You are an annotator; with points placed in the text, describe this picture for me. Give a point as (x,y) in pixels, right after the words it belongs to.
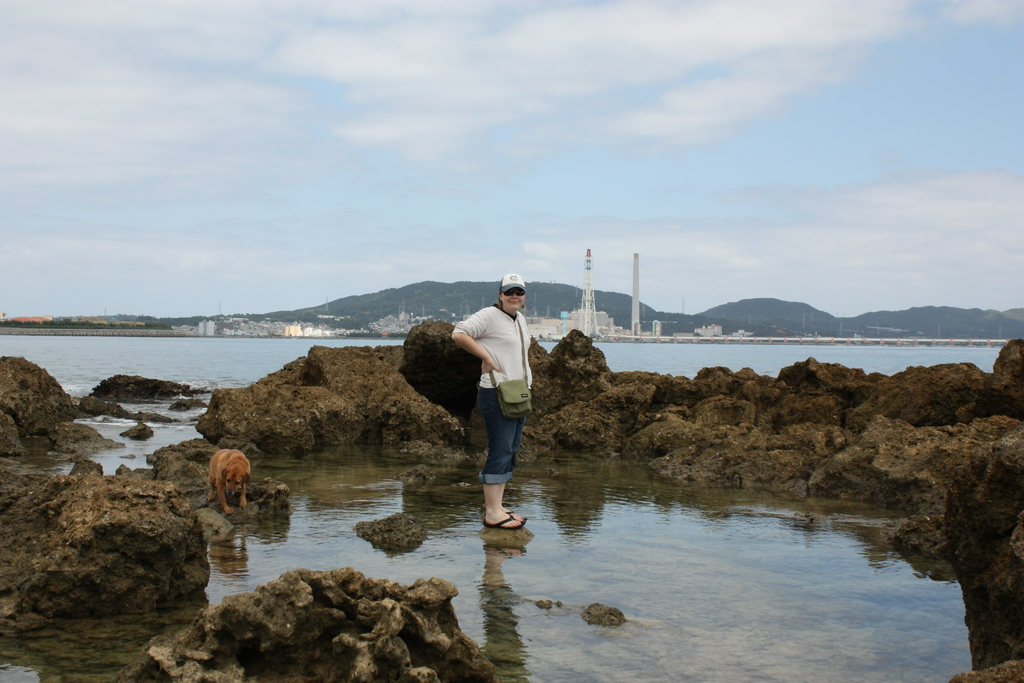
In this picture there is a lady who is standing in the center of the image (499,318) and there is a dog (242,468) on the left side of the image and there are rocks (110,385) at the bottom side of the image (965,527), there is water (804,676) in the center of the image (650,346) and there are towers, buildings (596,320), and trees (933,307) in the background area of the image (956,314).
